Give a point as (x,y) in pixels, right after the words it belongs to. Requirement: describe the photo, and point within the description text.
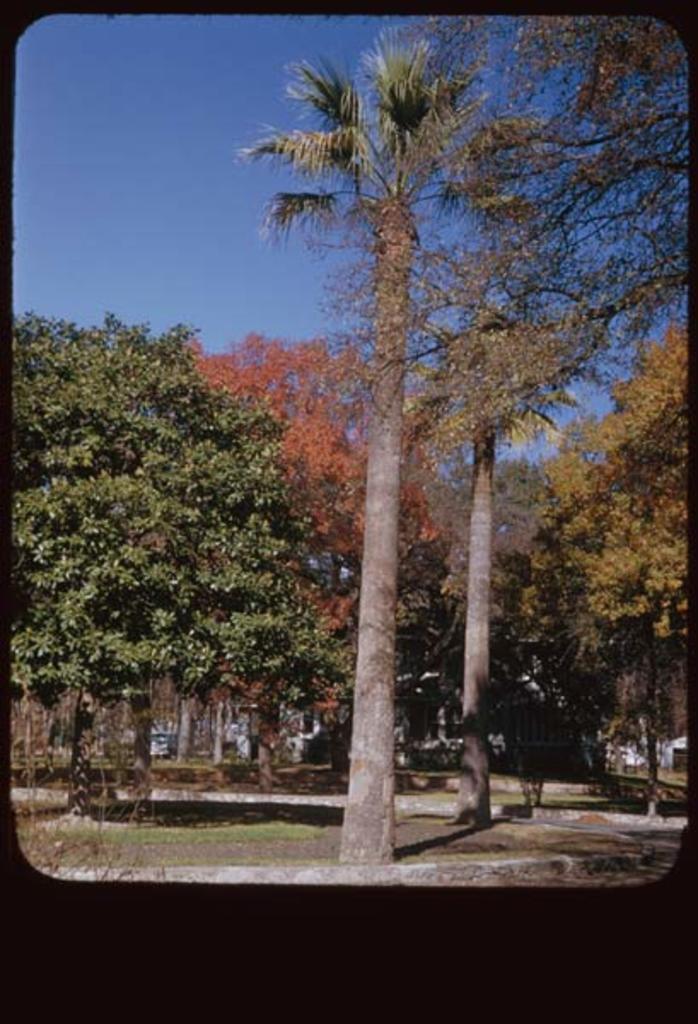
The picture might be taken in a park (275,719). In this picture we can see lot of trees (404,620), grass (104,849) and other objects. At the top (161,145) there is sky (477,125). The picture has a black border (333,1015).
